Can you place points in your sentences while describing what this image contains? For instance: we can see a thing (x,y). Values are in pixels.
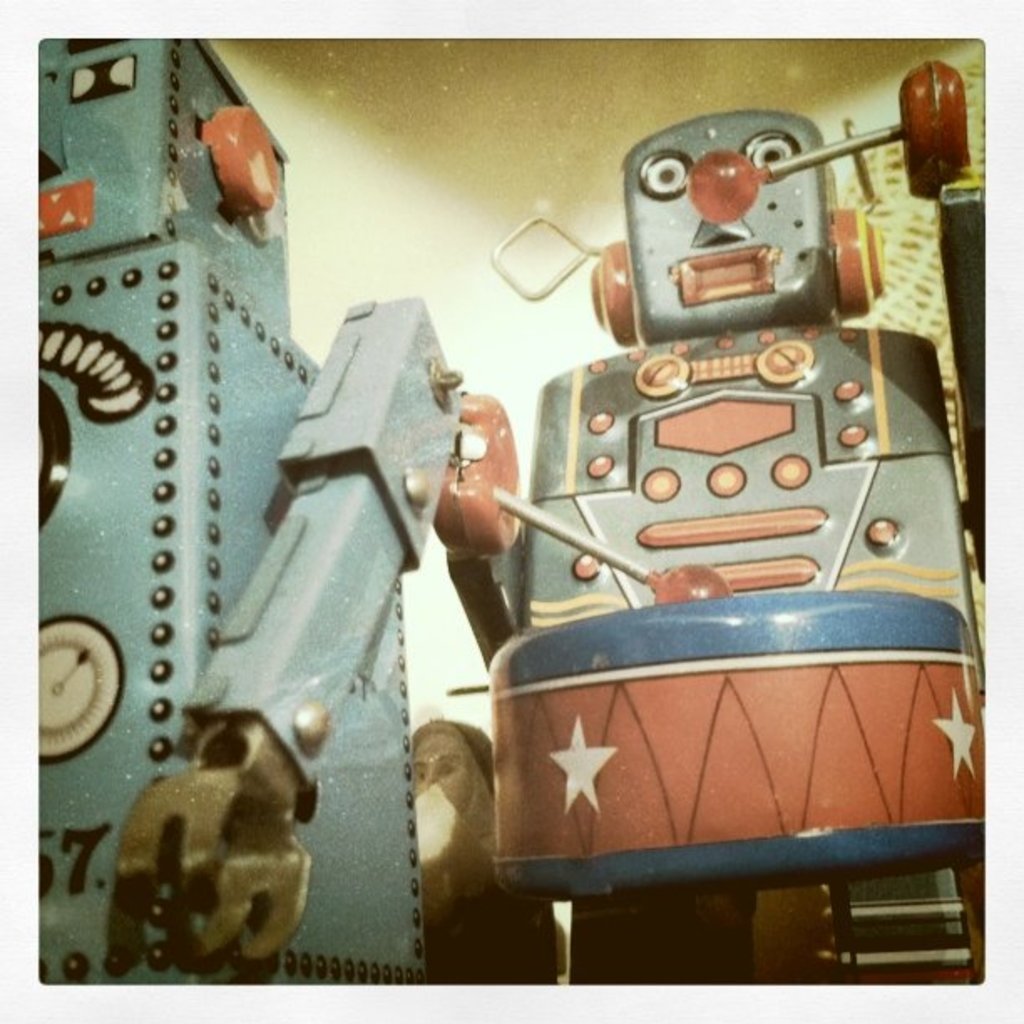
In this image I can see few robots (496,504) over here.
